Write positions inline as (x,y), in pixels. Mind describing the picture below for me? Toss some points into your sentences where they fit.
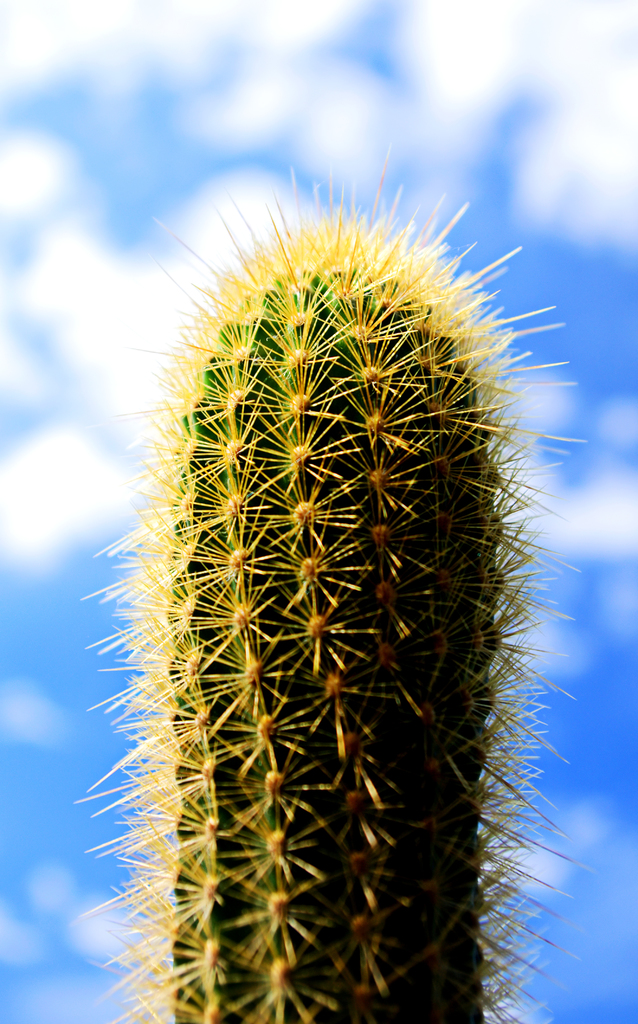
In the picture I can see a cactus (274,622). The background of the image (78,610) is blurred.
